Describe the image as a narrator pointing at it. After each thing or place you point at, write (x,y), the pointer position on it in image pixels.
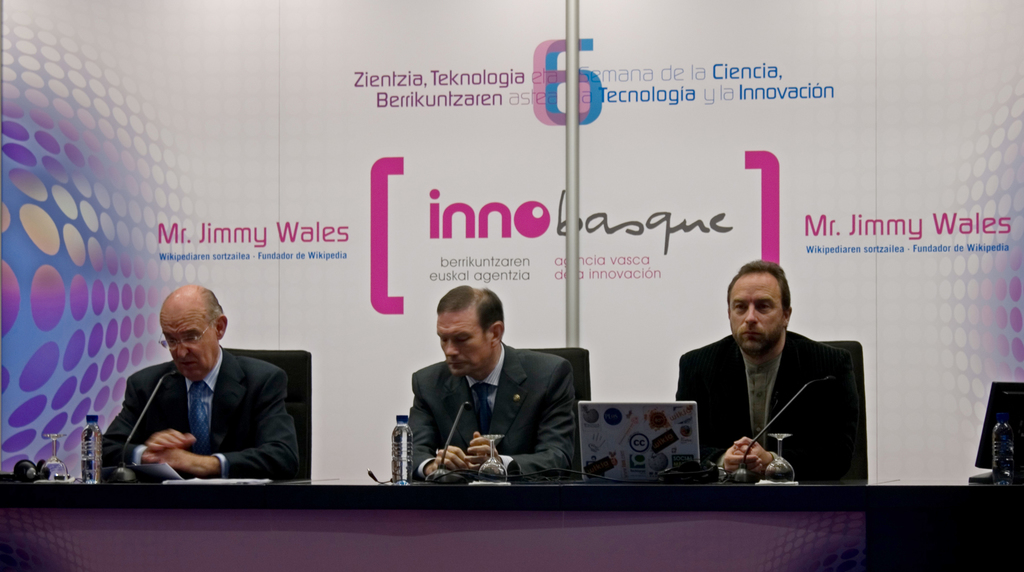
In this image I can see three people (439,437) are sitting in-front of the table (502,496) and these people (472,466) are wearing the blazers (417,421). I can see there is a laptop (600,464), mic (435,471), glass (52,479) and bottles (408,437) on the table (246,495). In the back (332,151) there is a white color banner (389,165) and there are many names (469,210) written on it.
